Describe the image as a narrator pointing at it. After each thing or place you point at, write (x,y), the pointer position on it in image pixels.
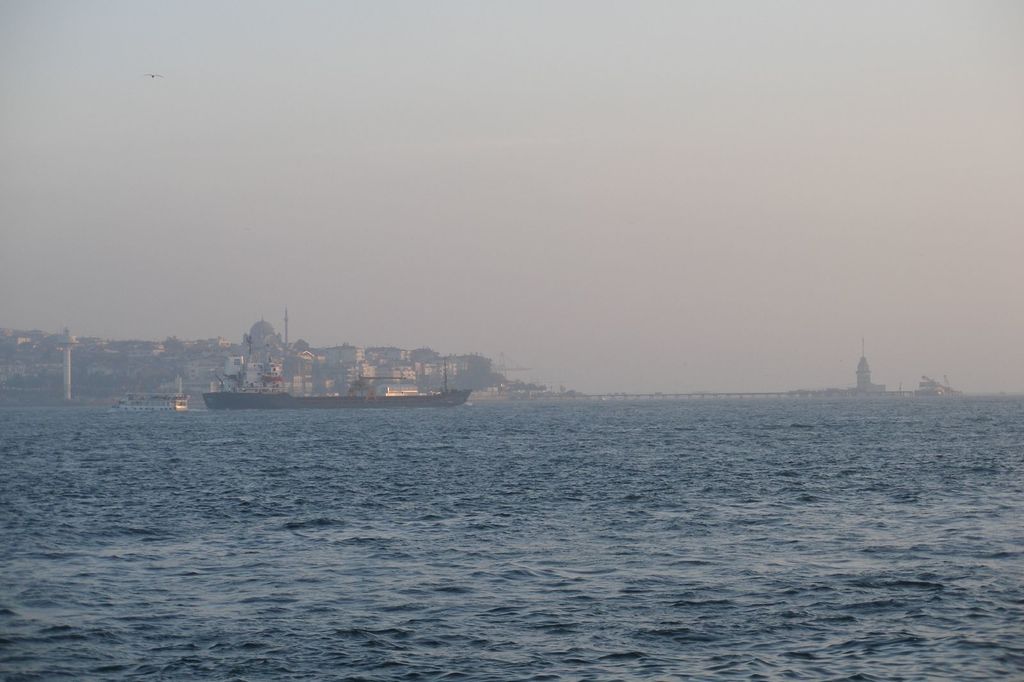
On the water (439,488) there are ships (237,391). In the background (251,355) we can see buildings (373,369) and sky (594,294).
